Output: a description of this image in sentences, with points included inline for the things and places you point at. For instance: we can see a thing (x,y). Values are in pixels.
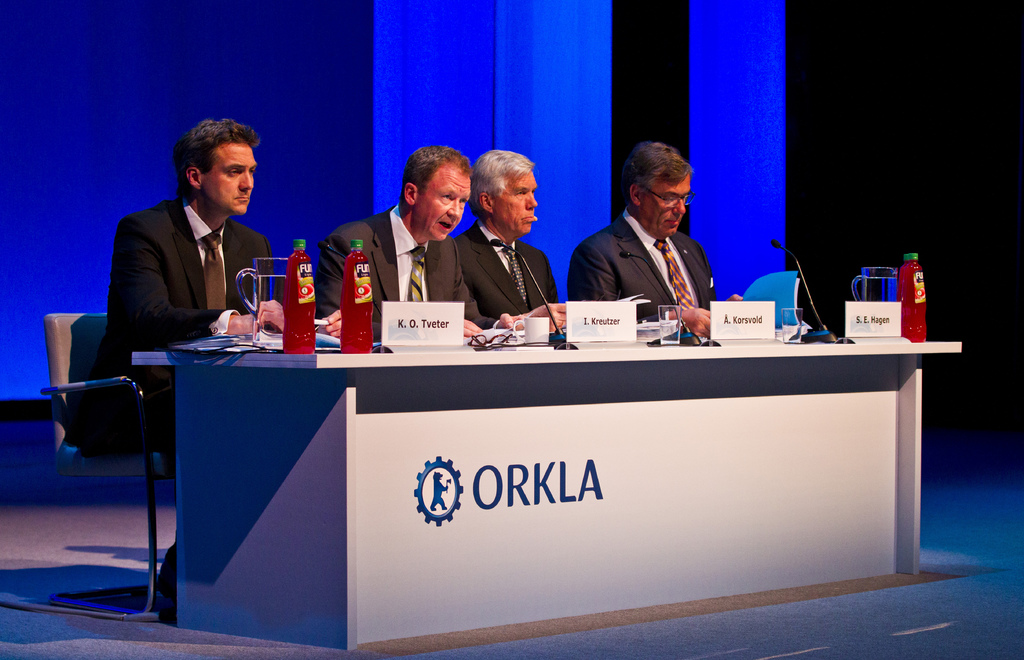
There is a table (571,478) on which there are glasses (672,329), bottles (360,330), name plates (569,330) and microphones (537,279). 4 people (478,268) are seated wearing suit (614,256).
